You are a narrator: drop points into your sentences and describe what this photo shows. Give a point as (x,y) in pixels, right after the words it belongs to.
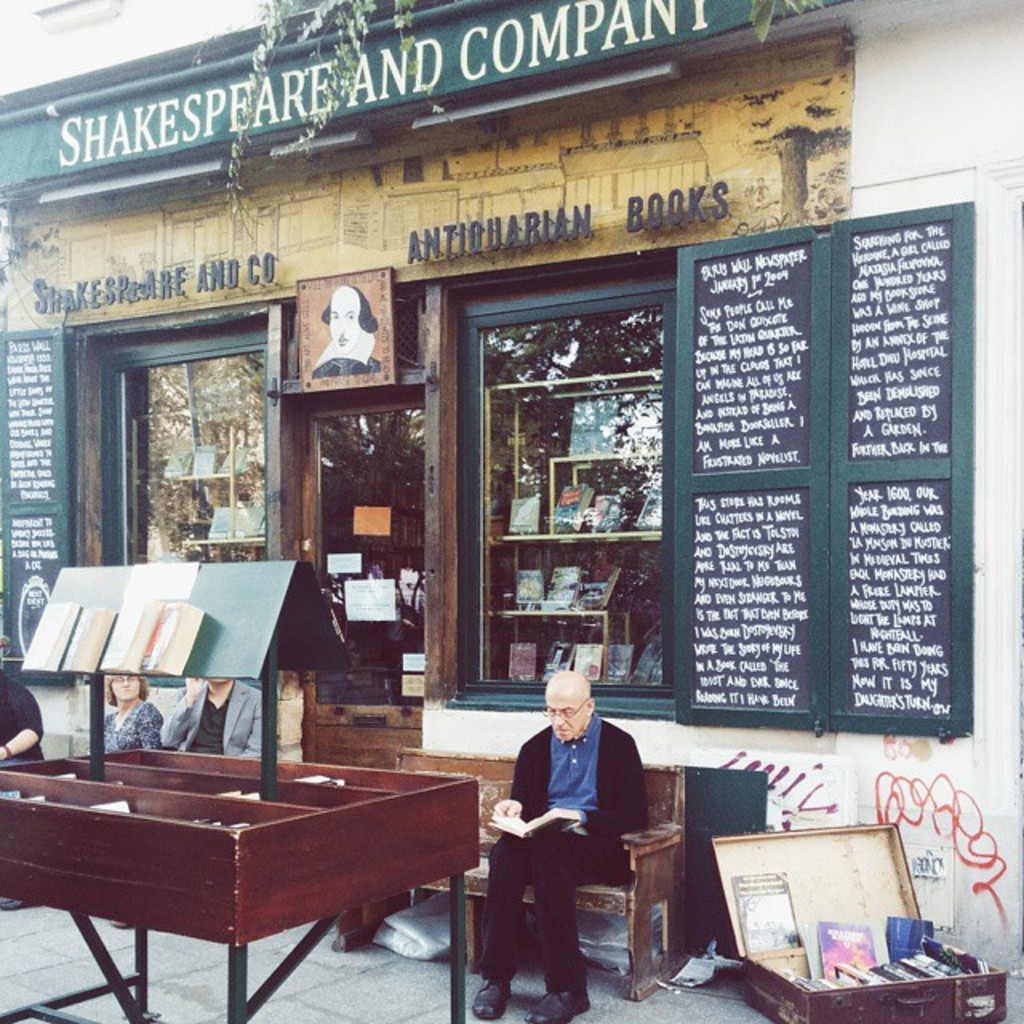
There is a person (497,892) sitting on a bench (474,892) and reading a book (511,827). In front of him there is a wooden object (207,833). On that there are books (93,629). In the back (268,362) there is a building (150,361) with windows (130,406), door (366,492) and something written on that. Through the windows (190,423) we can see books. In the right bottom corner (773,1000) there is a box (776,955). There are books (821,923) in the box (794,961).
